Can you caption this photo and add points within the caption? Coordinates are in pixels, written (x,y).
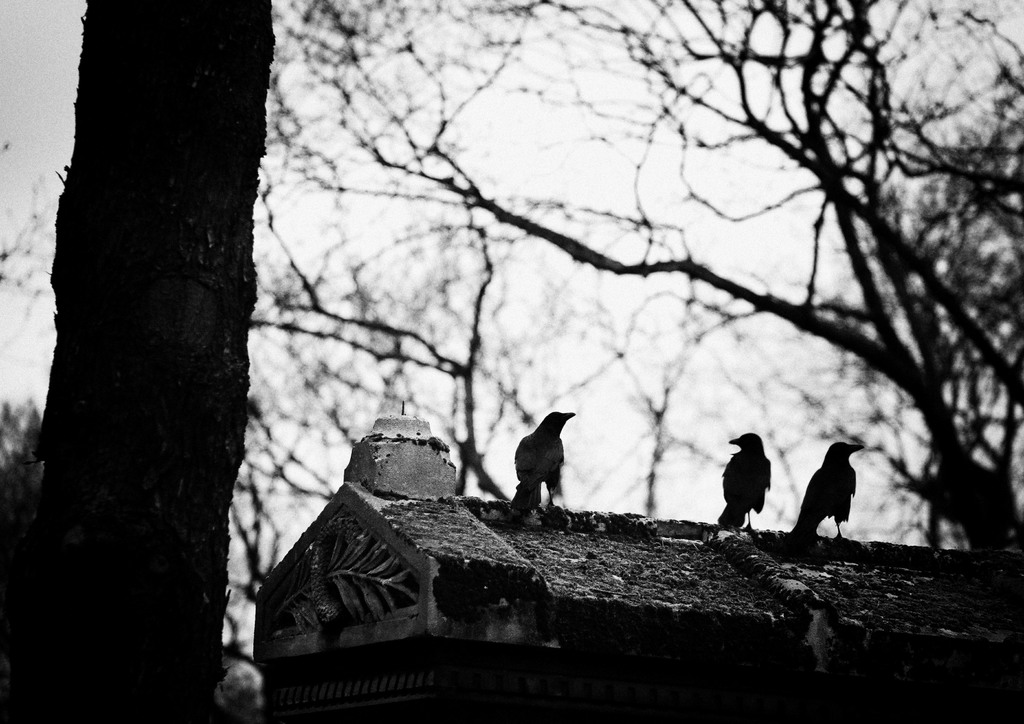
In this image I can see few trees (56,633), few birds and I can see this image is black and white in colour.
